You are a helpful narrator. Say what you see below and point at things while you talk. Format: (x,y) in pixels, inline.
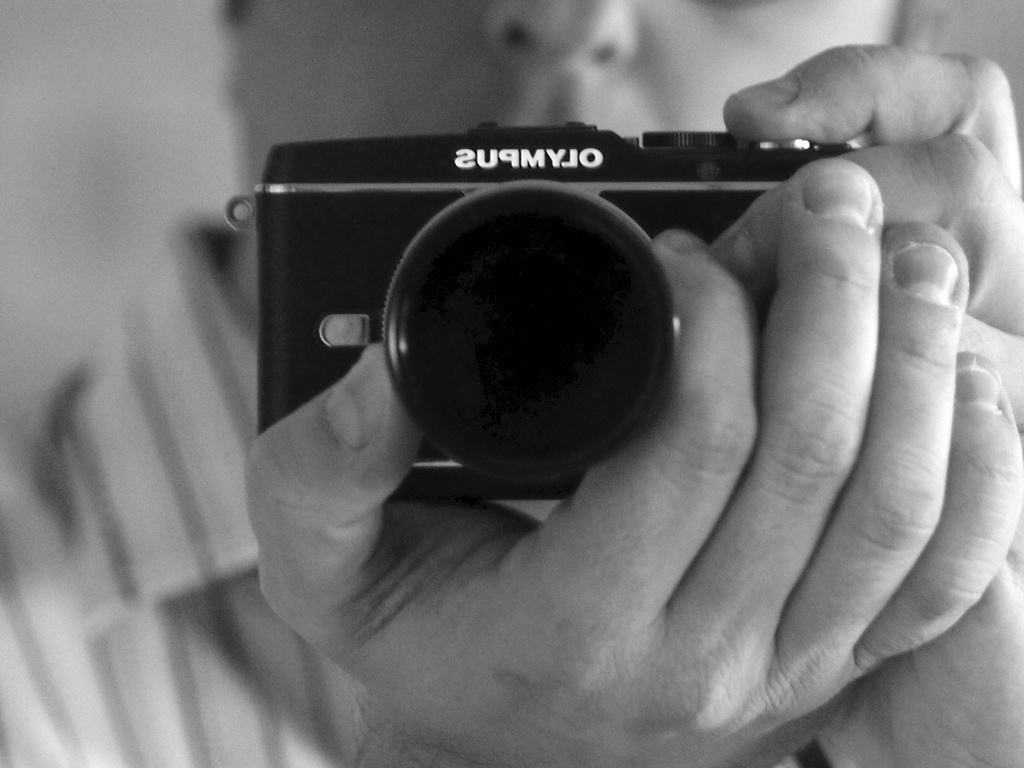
In the center of this picture (677,445) we can see a person (154,557) holding a camera (618,180) and seems to be taking pictures and we can see the text (559,154) on the camera (420,156).
